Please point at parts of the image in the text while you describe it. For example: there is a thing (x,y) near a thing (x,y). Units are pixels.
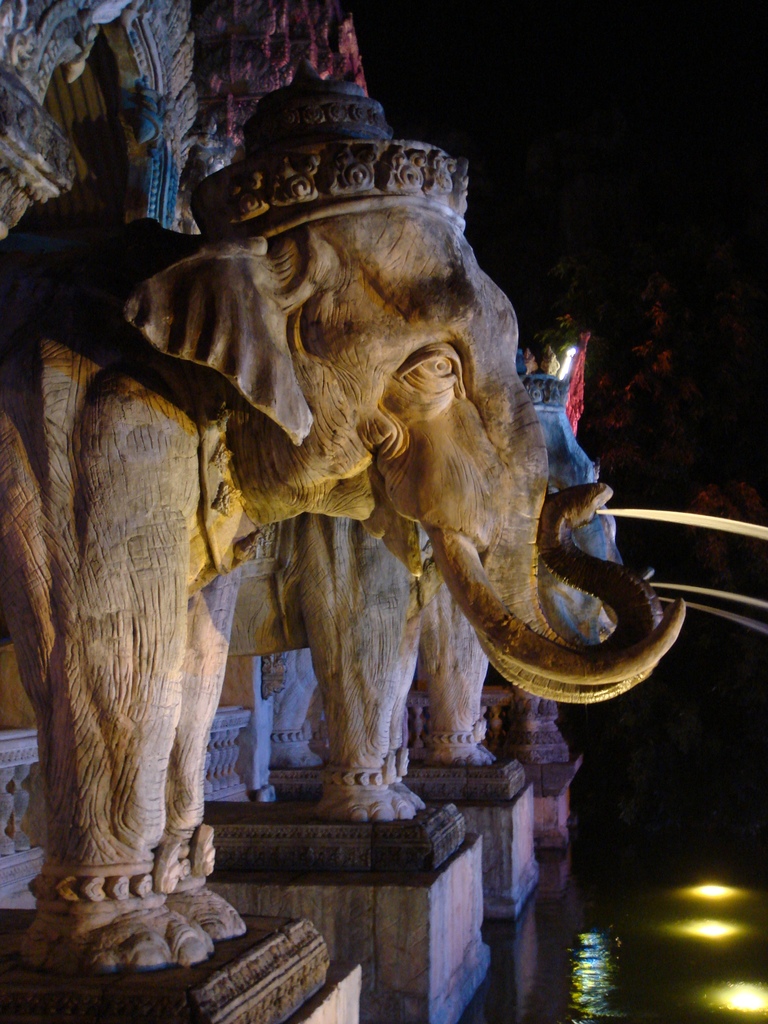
In this image, we can see elephant shape sculpture (342,586). Top of the image (23,150), there is an arch (27,160). At the bottom of the image (598,952), we can see a water (616,948).
